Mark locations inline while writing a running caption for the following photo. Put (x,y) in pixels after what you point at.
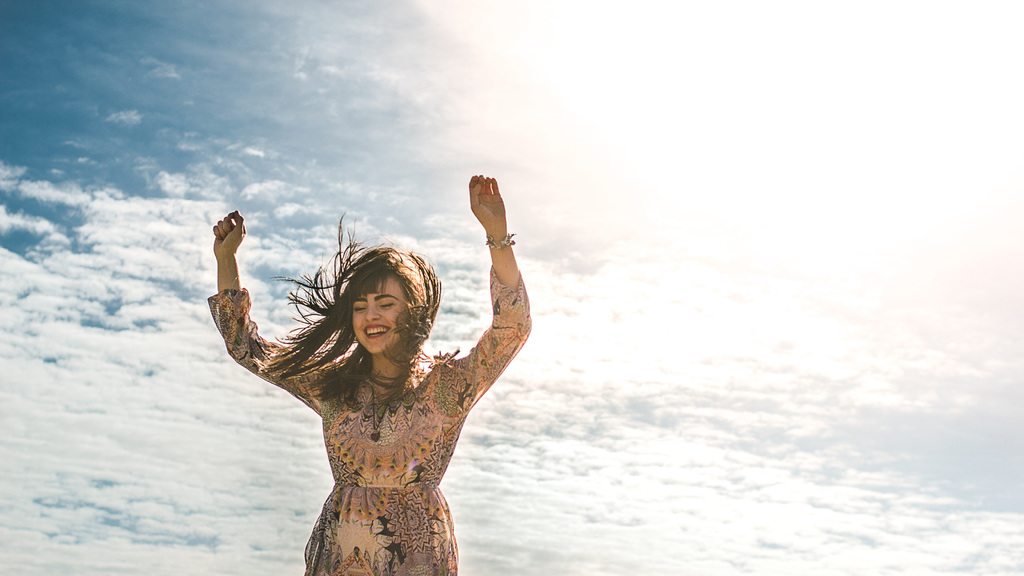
In this image we can see a woman (437,308) with long hair (322,346) wearing dress (370,513) is standing. In the background (878,372), we can see cloudy sky (454,282).
